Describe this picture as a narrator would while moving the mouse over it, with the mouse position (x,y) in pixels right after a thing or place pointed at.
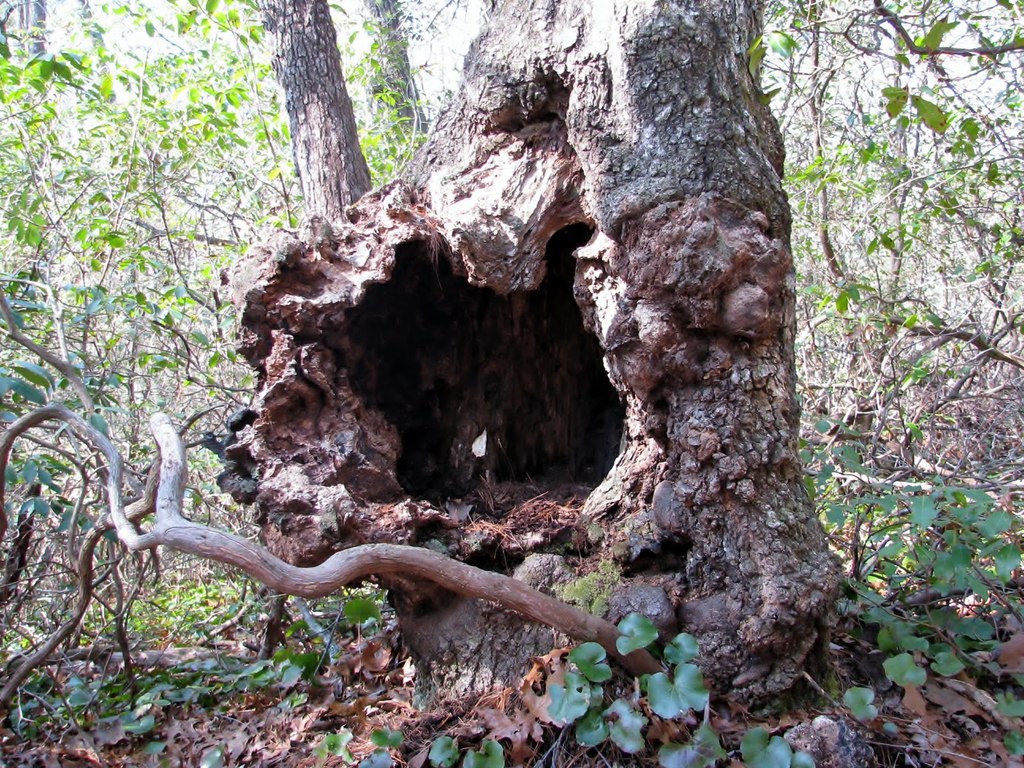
In this picture the tree trunks (728,61), green leaves (757,62), branches (77,584). This picture is mainly highlighted with a hole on the trunk (633,316).
